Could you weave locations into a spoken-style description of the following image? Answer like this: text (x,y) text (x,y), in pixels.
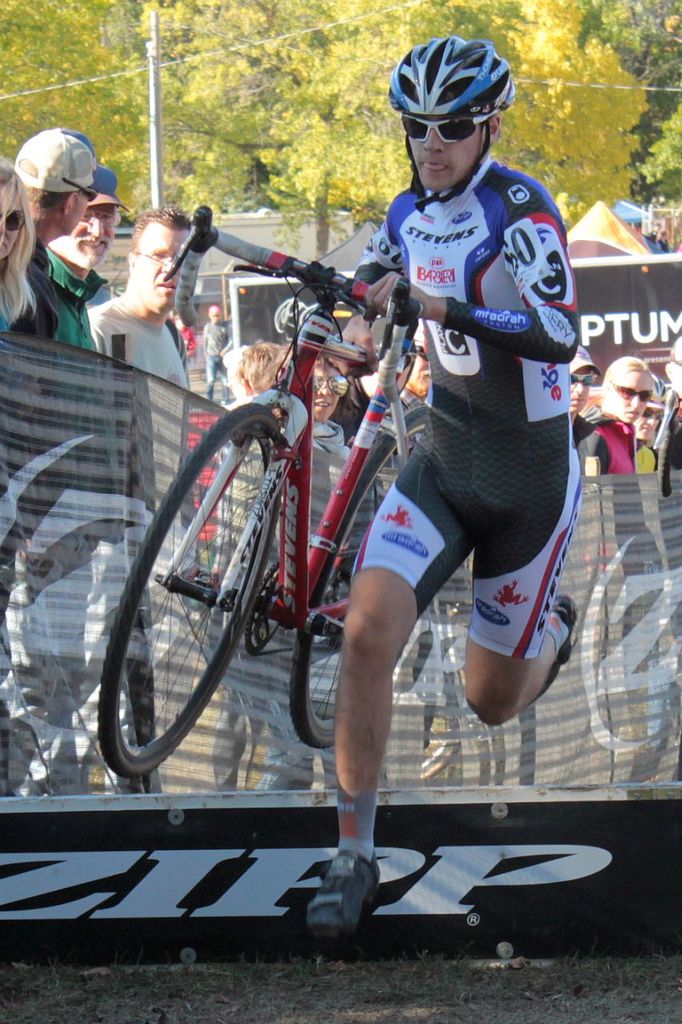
In this picture we can see a man (450,195) wore a helmet (417,90), goggles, holding a bicycle (319,274) with his hands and at the back of him we can see a group of people (208,358), posters (588,278), pole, some objects (223,295) and in the background (215,88) we can see trees (293,126).
